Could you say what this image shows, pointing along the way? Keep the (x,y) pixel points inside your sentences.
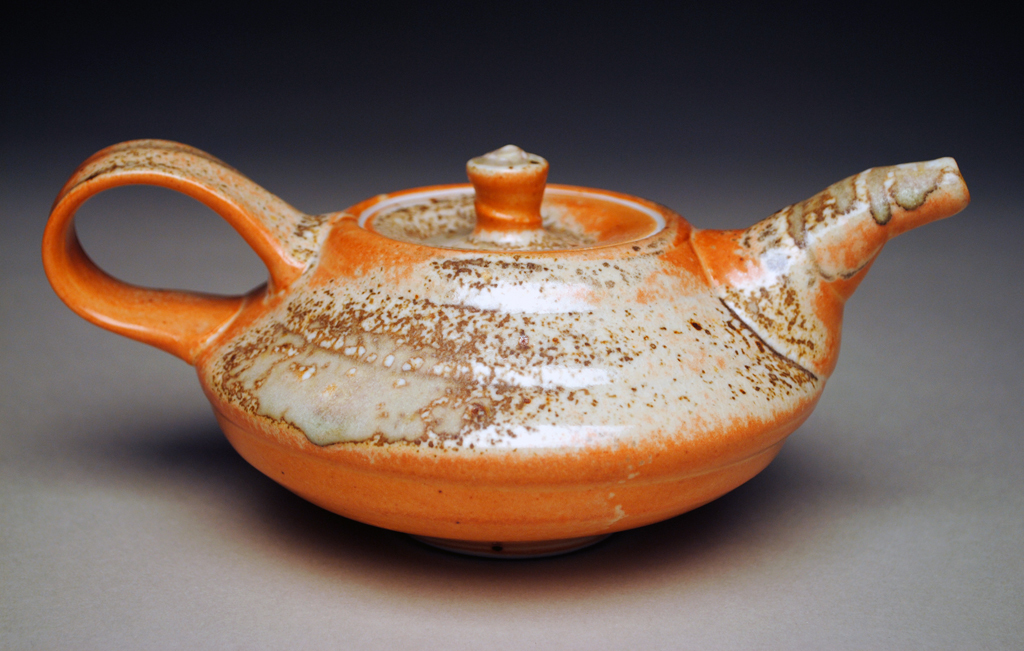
In the center of this picture (551,423) we can see an orange color teapot (512,298) is placed on an object (219,522).
